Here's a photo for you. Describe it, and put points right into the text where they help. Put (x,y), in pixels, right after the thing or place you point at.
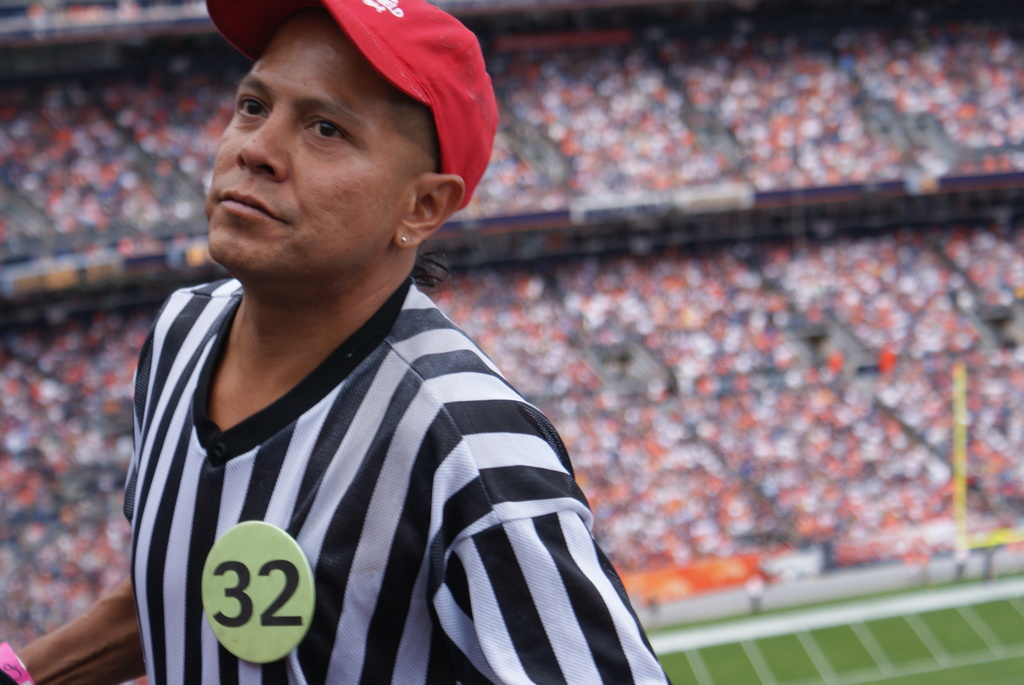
In this image I can see a person (326,472) wearing white and black colored dress (358,484) and red colored hat (476,73) is standing. I can see a badge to his shirt (327,377). In the background (903,613) I can see the ground (907,641), a yellow colored pole (959,385) and number of persons (760,301) in the stadium (736,175).
